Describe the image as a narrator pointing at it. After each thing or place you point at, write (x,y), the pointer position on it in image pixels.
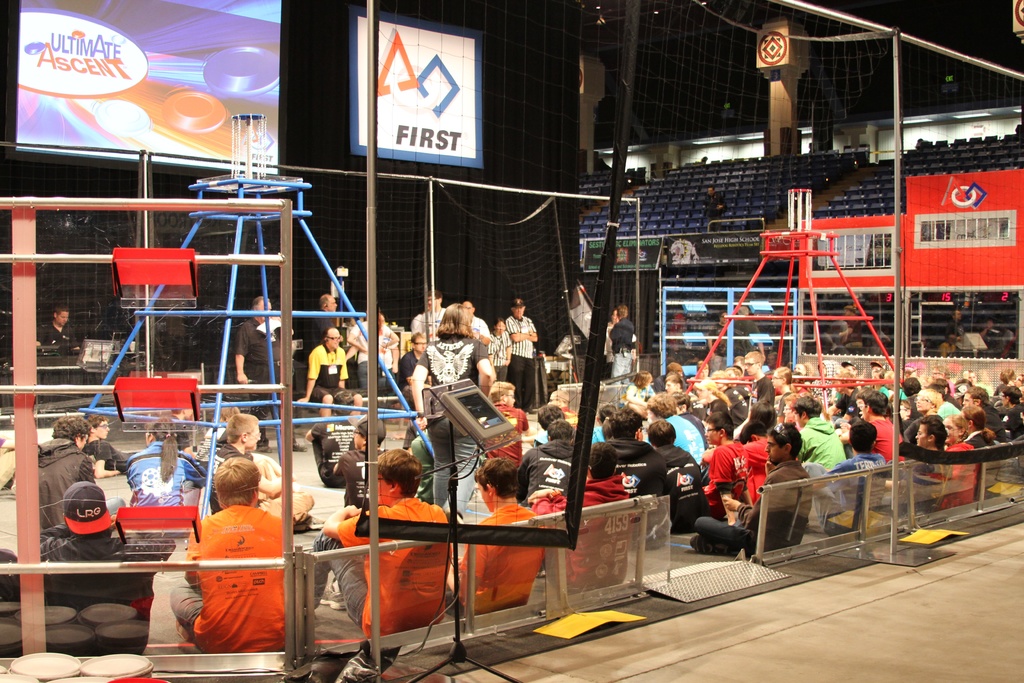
In this image I can see there are group of persons (488,495) sitting on the floor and some persons (464,316) standing on the floor (301,472) and I can see a hoarding board (472,111), poles (895,217), staircase (842,193) and rods (288,474) visible in the middle (380,359).
